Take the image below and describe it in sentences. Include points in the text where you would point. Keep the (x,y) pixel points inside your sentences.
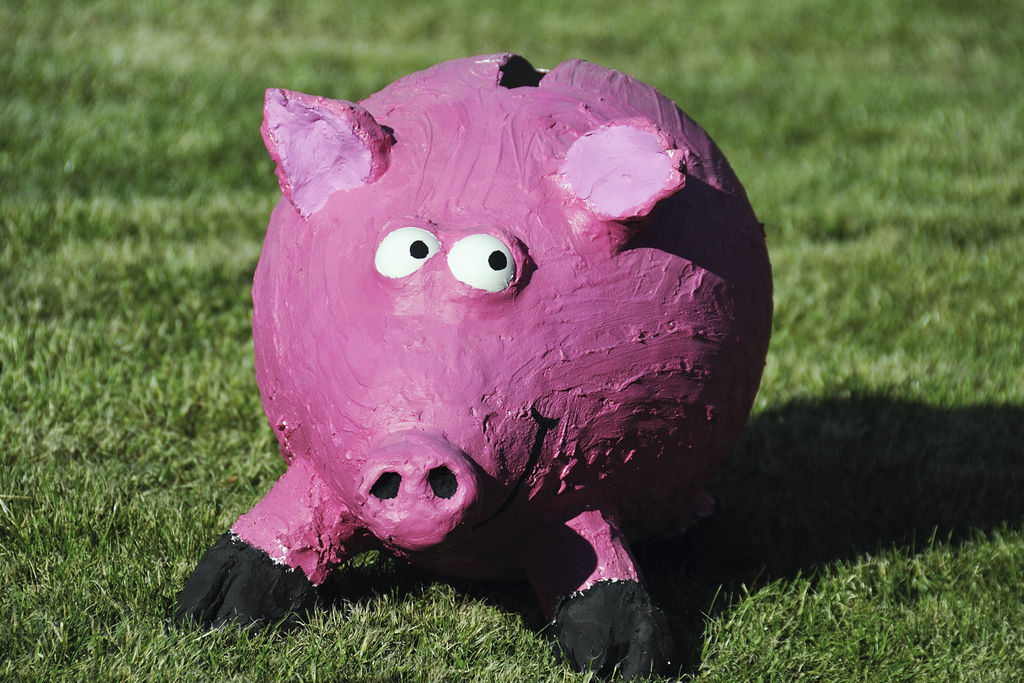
In this image we can see a pig coin bank (496,289) on the grass (122,614) on the ground (108,646).
